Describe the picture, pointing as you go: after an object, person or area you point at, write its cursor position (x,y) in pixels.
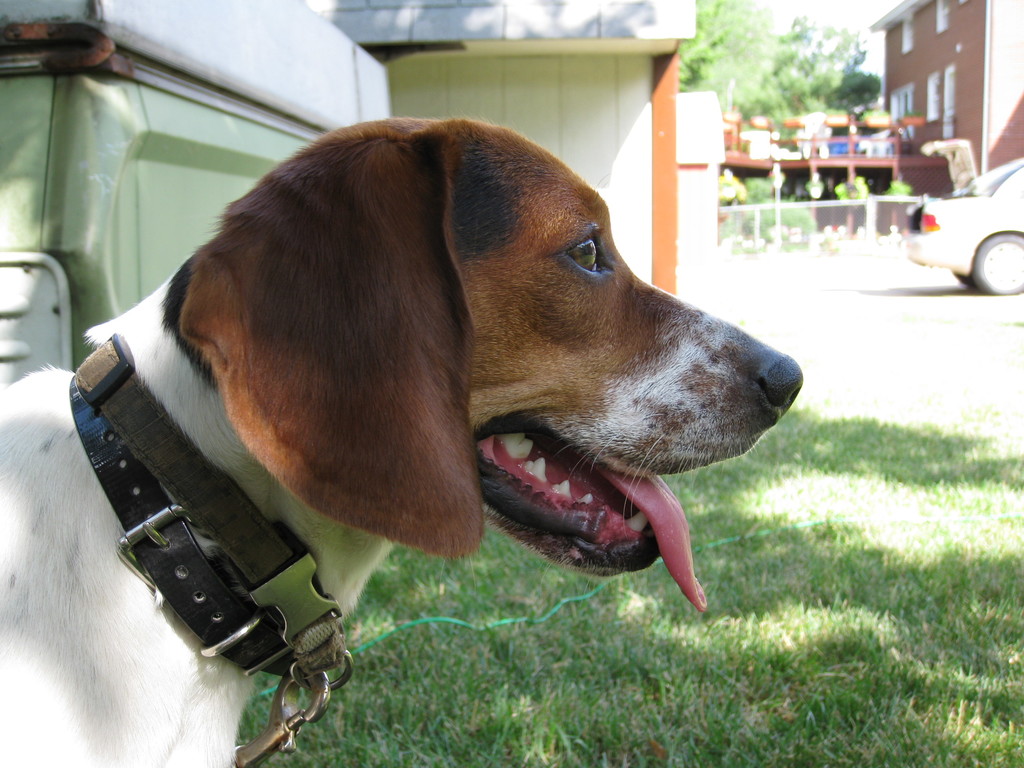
This picture is clicked outside. In the foreground (140,628) we can see a dog (295,356) seems to be standing and we can see the green grass (738,534), trees (782,61) and a building (941,69) and we can see a car (959,237) and some other objects (299,123) and we can see the metal rods (834,204), mesh (808,221).
